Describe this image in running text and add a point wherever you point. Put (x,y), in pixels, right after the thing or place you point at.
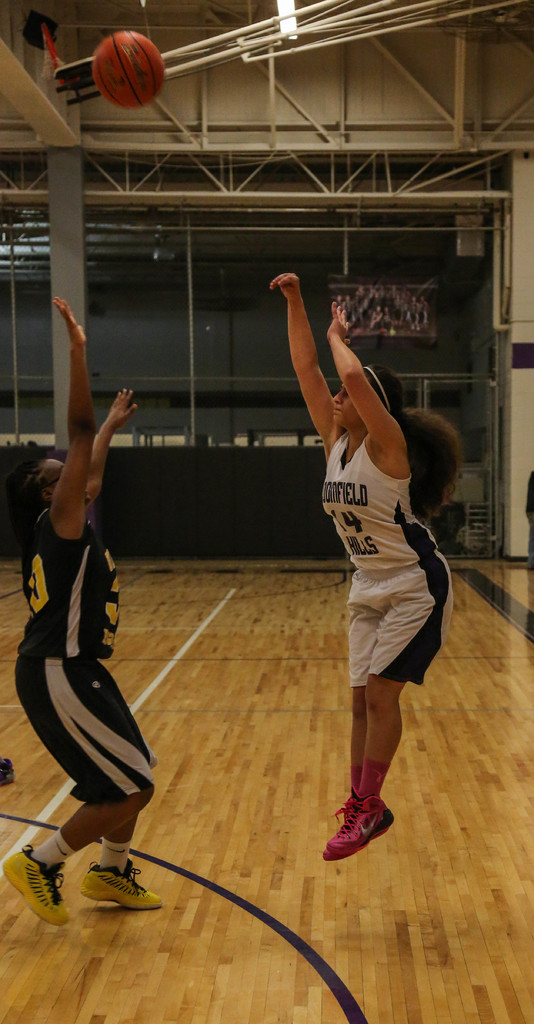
There are two women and this woman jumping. We can see ball (104,49) in the air. Background (379,229) we can see rods (274,197) and top we can see light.
